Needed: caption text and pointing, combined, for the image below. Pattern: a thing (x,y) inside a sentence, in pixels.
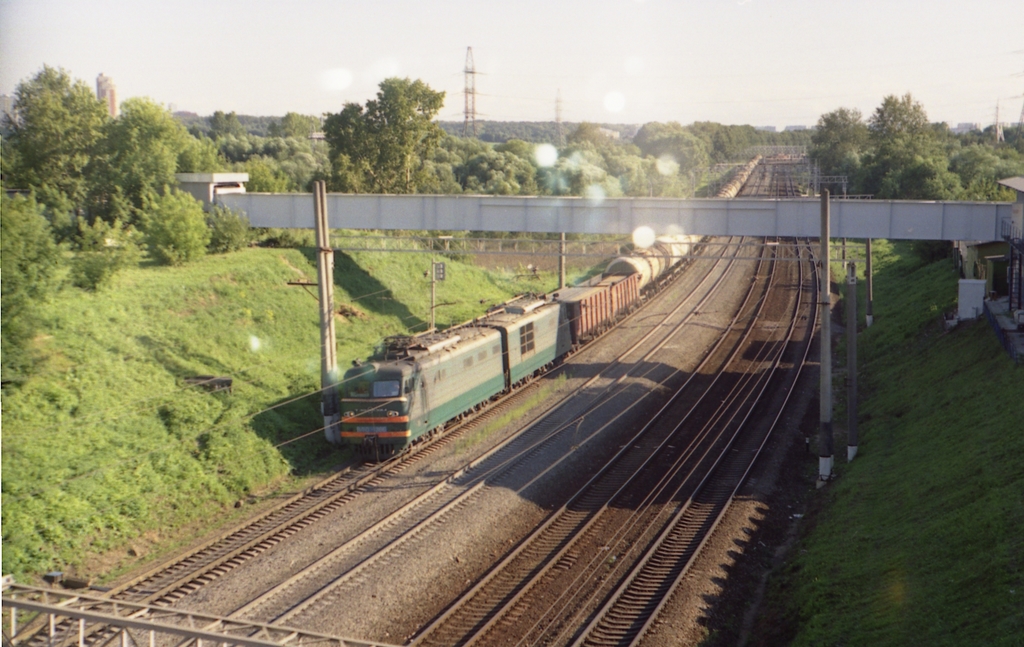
This is the top view of an image where we can see a train (389,428) is moving on the railway track (362,470), we can see board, poles (798,152), trees (338,189), towers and the sky (520,87) in the background (762,143).
